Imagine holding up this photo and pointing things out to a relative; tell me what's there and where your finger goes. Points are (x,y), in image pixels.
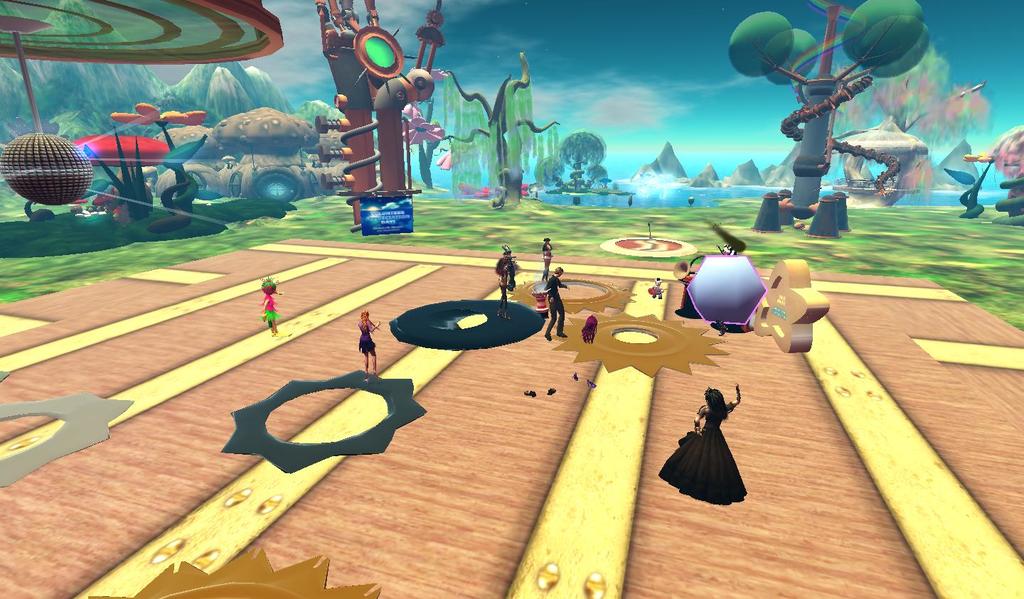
This image is a depiction. In this image we can see the people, trees (790,210), hills (58,67), water (640,179), sky (664,77), ground (939,227) and also the path (240,288). We can also see some other objects (76,179).
